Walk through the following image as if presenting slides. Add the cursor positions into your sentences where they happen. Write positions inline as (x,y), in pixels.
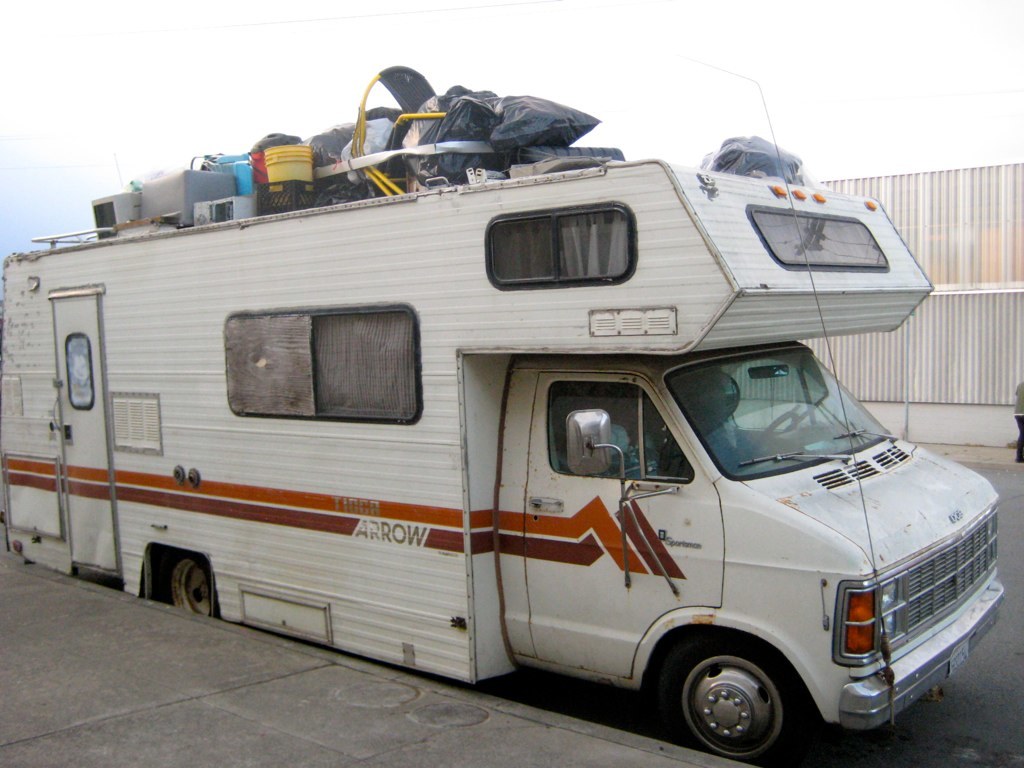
In front of the image there is a pavement (231,752). There is a vehicle (608,337) on the road (999,693). On top of the vehicle (900,656) there are some objects (504,121). In the background of the image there is a person (1016,445) standing. Behind him there is a wall (972,338). At the top of the image (172,59) there is sky (205,38).
